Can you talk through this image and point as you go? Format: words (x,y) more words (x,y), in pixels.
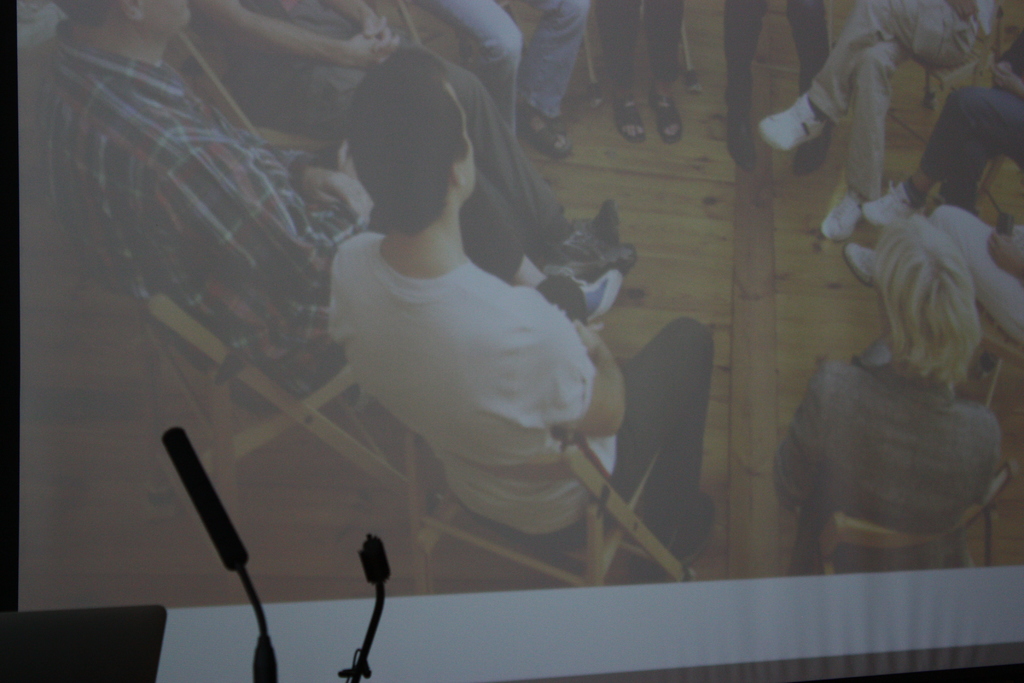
This image is taken indoors. At the bottom of the image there is a table (160,649) and there are two mics (369,644). In the middle of the image (399,317) there is a screen (353,353) and on the screen (274,240) we can see a few people (434,321) are sitting on the chairs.
